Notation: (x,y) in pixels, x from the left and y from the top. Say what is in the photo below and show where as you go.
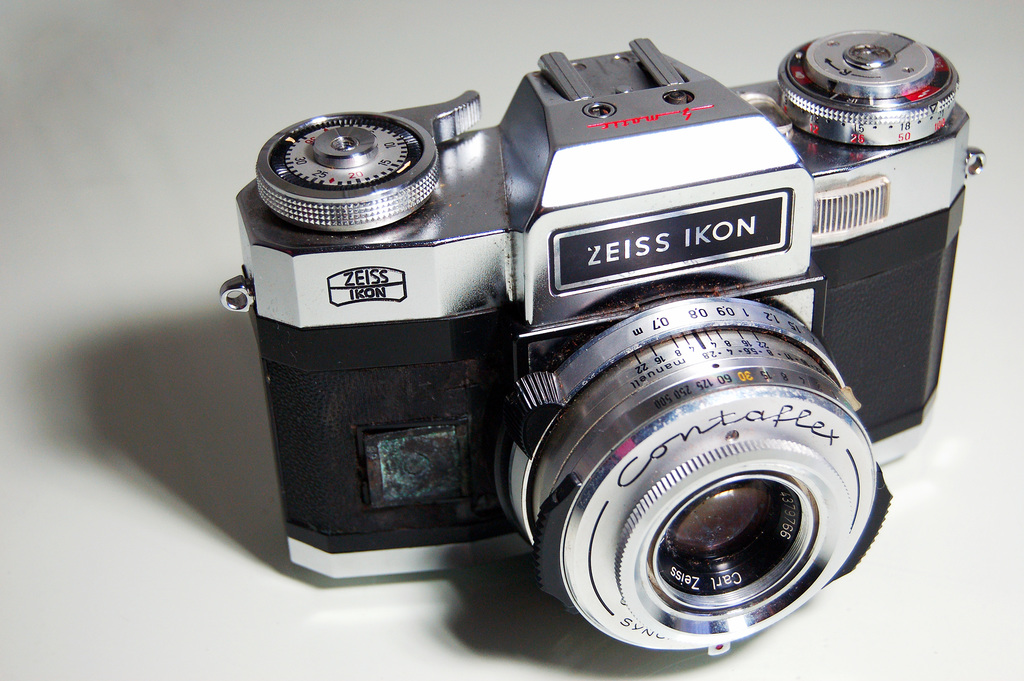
In this image there is a camera (629,380) on the white color floor (363,624).
